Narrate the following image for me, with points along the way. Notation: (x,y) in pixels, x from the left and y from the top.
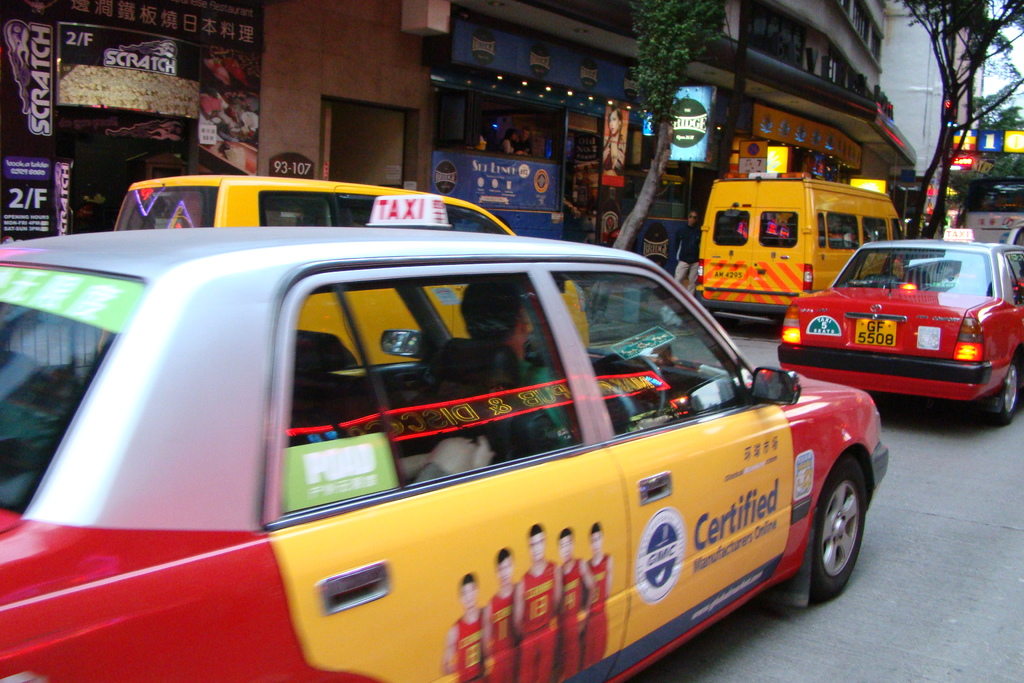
In this picture there are vehicles (371,366) in the image and there are stalls (466,119), posters (619,129), and trees (649,101) in the background area of the image (578,149).
